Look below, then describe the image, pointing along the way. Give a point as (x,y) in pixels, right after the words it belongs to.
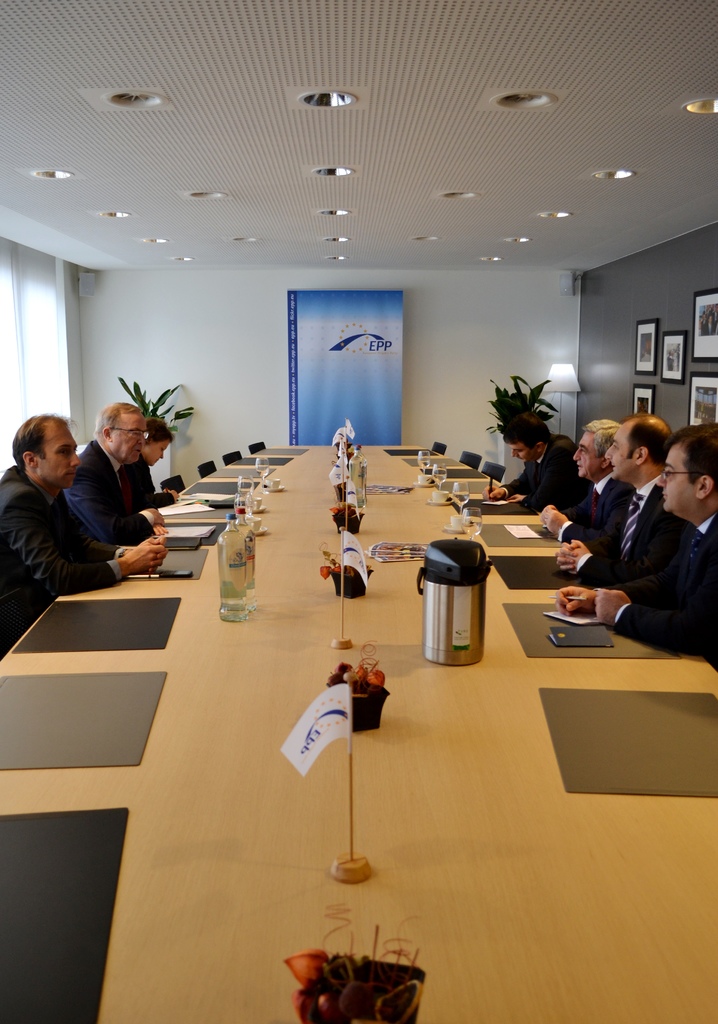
This picture shows few people (678,548) seated and we see photo frames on the wall (587,356) and couple of plants (503,423) and we see glasses (472,527) with water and flags (352,826) and papers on the table (269,708) and we see lights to the roof (385,223) and stand light (569,385) on the corner of the room (565,404) and we see a hoarding (344,379).
